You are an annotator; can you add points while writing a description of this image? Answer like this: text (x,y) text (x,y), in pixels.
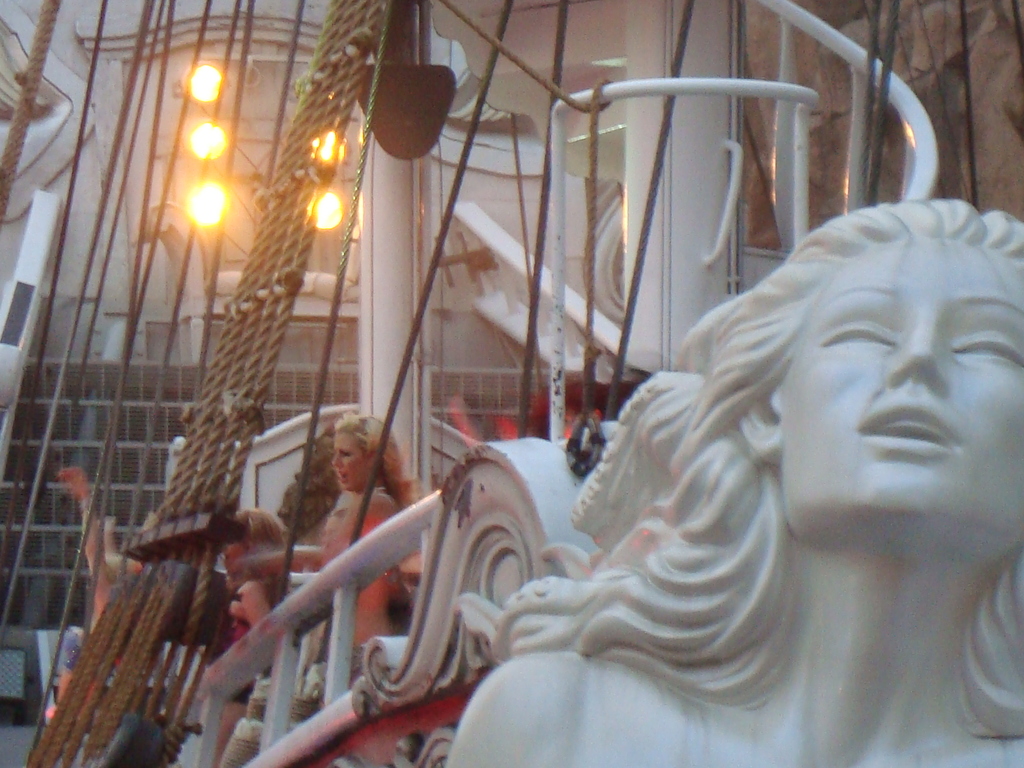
In this picture we can see a statue (953,618) in the front (952,607), there are two persons (357,508) standing in the middle (385,507), we can see some ropes (248,369) on the left side (240,381), in the background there are some lights (206,200).
